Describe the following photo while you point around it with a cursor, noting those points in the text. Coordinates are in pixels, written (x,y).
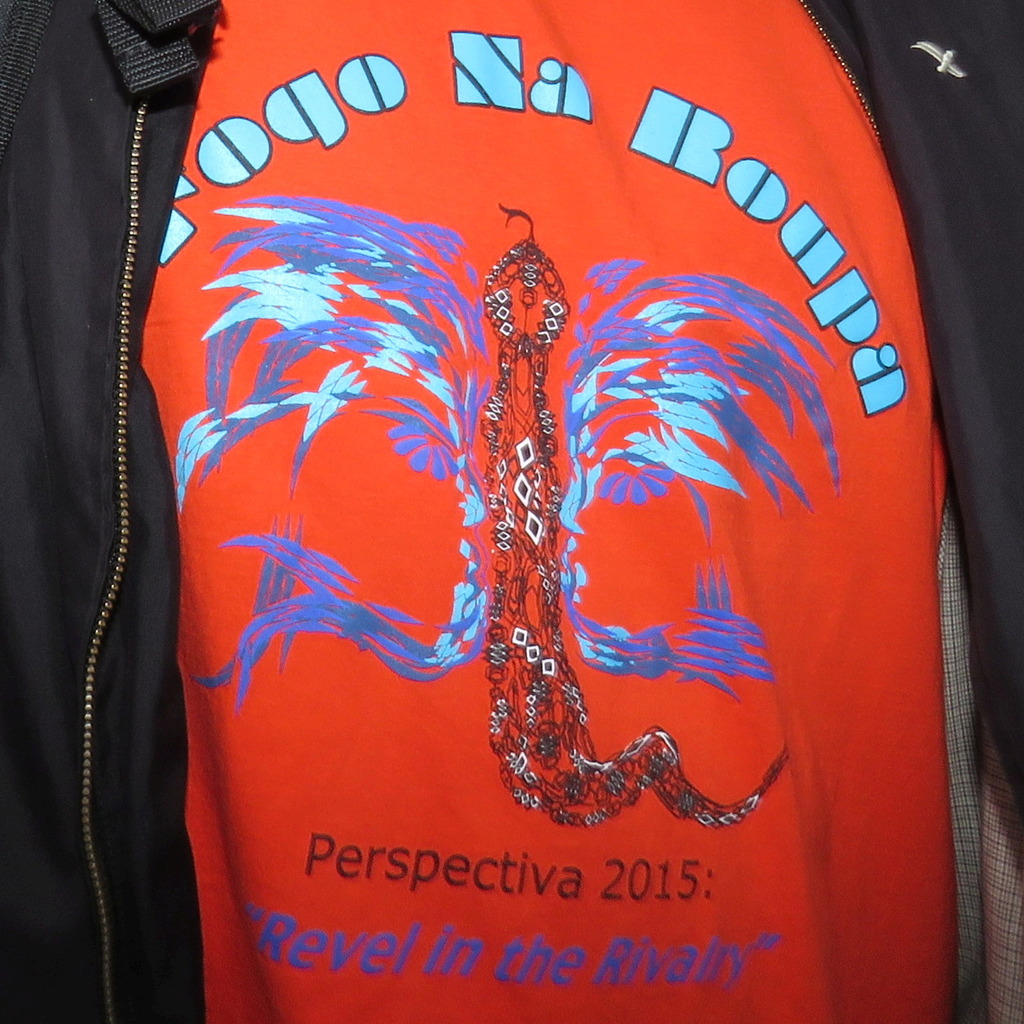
In this image I can see red and black color clothes (365,576). On the red color cloth (270,392) there is some text (569,953).
